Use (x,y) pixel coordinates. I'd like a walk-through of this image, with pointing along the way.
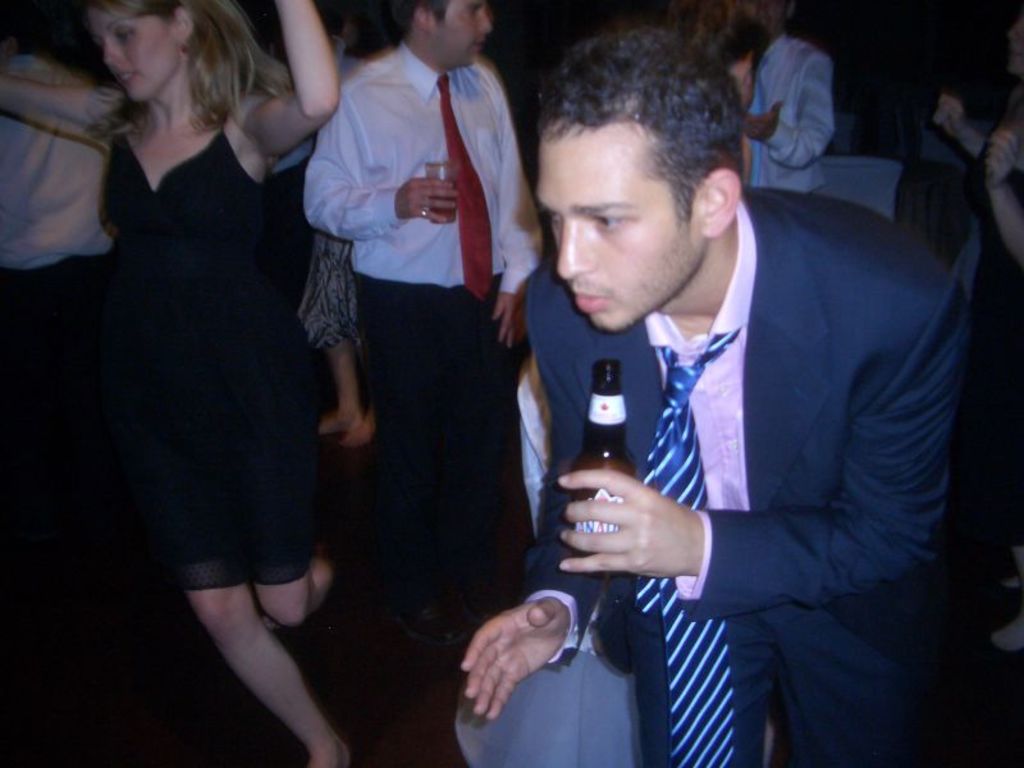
In this image we can see a man (943,480) on the right side (943,480) and he is holding a beer bottle (602,465) in his left hand (577,560). He is wearing a suit (772,374) and a tie (669,388). Here we can see a woman (272,398) dancing on the floor (346,512) and she is on the left side (260,442). In the background (379,248), we can see a few persons (498,136). Here we can see another man (372,149) wearing a white color shirt (381,209) and he is holding a glass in his right hand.
